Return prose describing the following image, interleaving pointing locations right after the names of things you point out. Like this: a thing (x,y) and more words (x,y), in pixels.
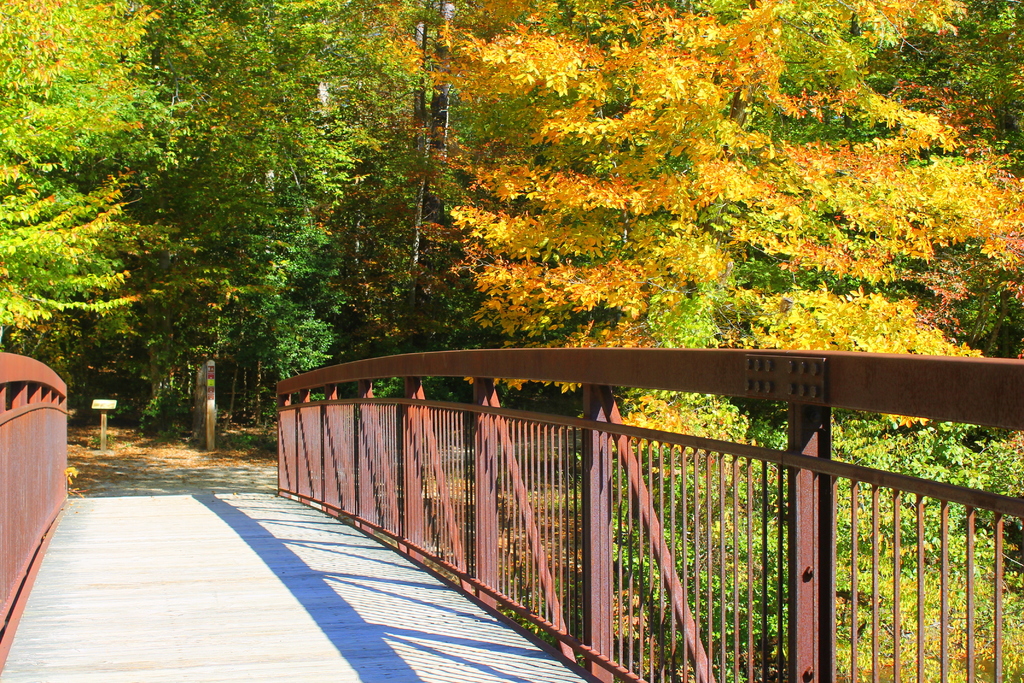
In this picture we can see trees (223,415), sign board (102,430), and railings (631,516).
